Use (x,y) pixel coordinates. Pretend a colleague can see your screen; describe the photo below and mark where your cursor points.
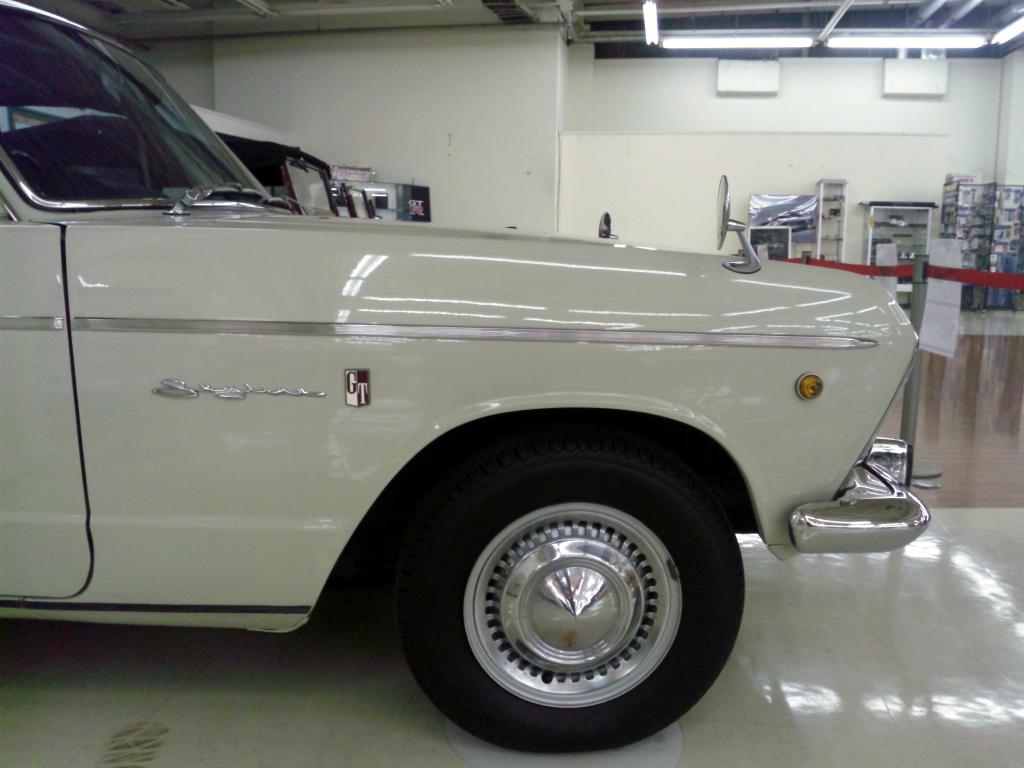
In this image I can see two cars (517,465) on the floor (944,724). In the background (495,160) I can see a wall (699,182), lights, cupboard (838,243) and other objects (939,243) on the floor (958,415). This image is taken may be in a showroom (824,16).
